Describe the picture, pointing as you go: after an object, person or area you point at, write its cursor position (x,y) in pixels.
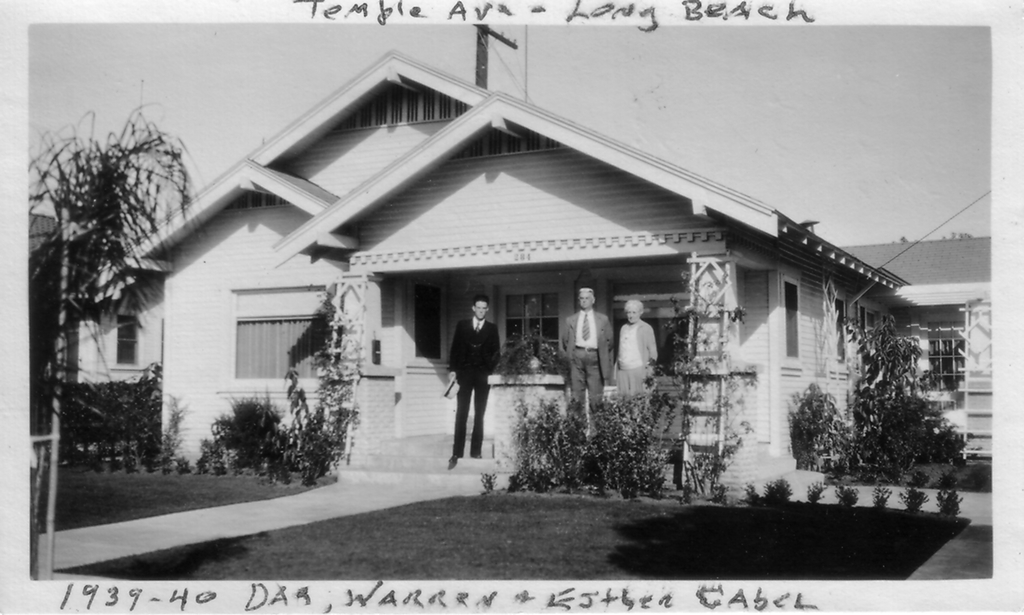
This image is a black and white image where we can see these people (640,379) are standing here. Here we can see the grass (580,529), plants (631,462), wooden house (409,295), trees (62,309) and the sky (232,146) in the background (242,85).
